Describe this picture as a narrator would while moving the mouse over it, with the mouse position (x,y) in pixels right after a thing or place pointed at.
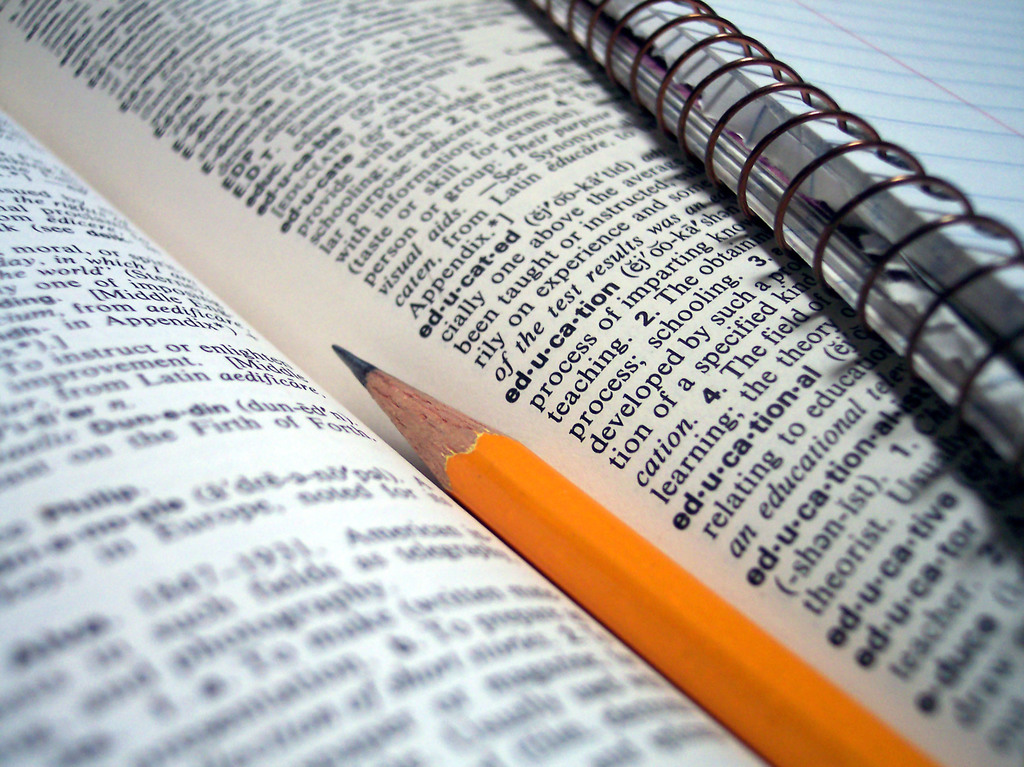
In this image I can see a book (223,286) and on it I can see something is written, a pencil (501,497) which is yellow in color and another book (792,189).
